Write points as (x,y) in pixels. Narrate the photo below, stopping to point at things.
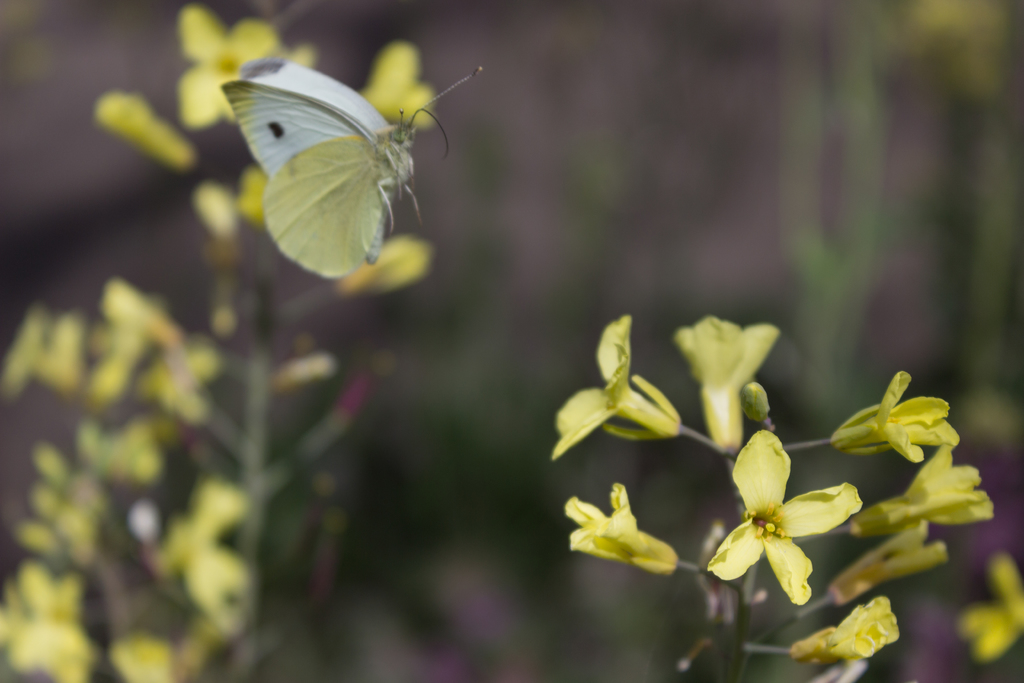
In this image there are flower plants (262,521). Here there is a butterfly (314,162). The background (171,222) is blurry.
